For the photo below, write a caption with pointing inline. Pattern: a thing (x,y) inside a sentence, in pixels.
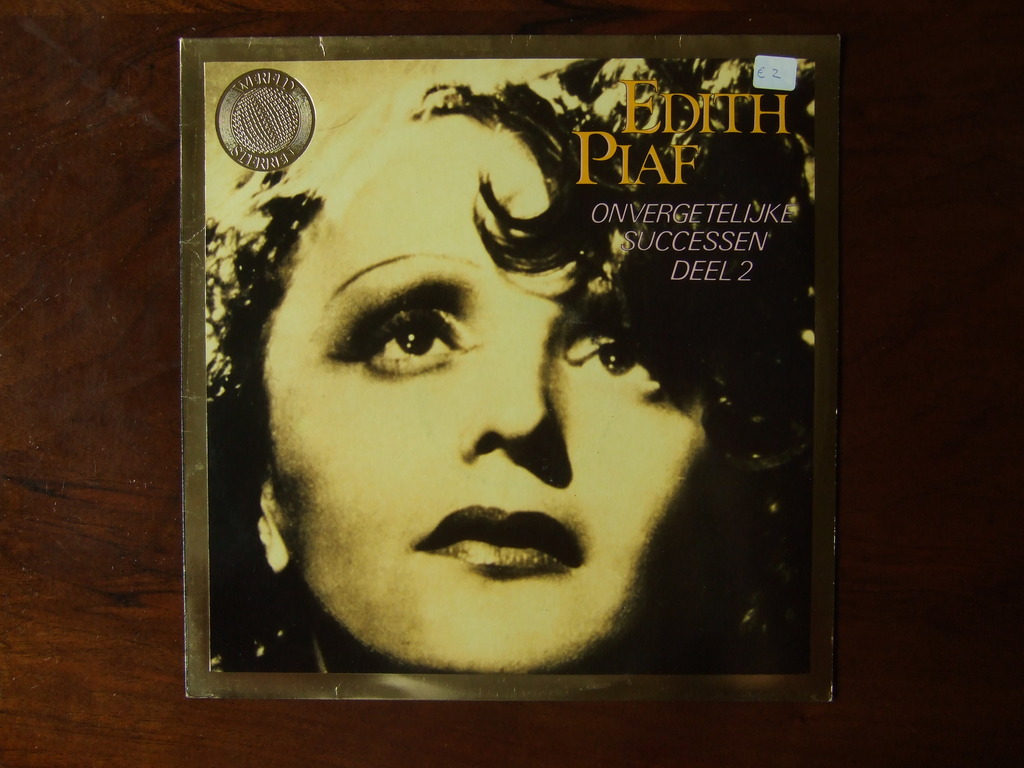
In this image in the center (400,432) there is a poster (505,432), and on the poster (605,376) there are some texts (659,169) and there is the face (506,507) of the person (542,403), and the poster (737,643) is on the brown colour surface (155,541).
